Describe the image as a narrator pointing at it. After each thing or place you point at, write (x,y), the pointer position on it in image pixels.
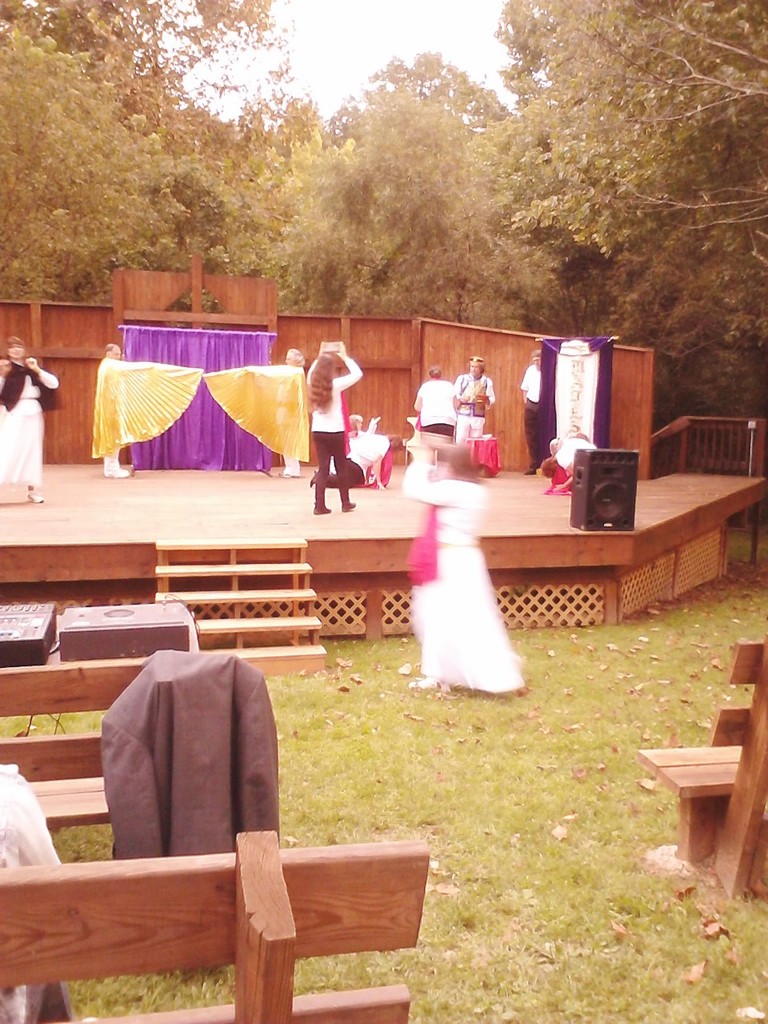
In this picture there people (327,378) standing and walking on it. there are benches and people (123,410) are sitting, here there also some curtains (267,450) and there are some benches (247,837) and some trees (598,169) in the background (672,299) and the sky (350,55) is clear.
